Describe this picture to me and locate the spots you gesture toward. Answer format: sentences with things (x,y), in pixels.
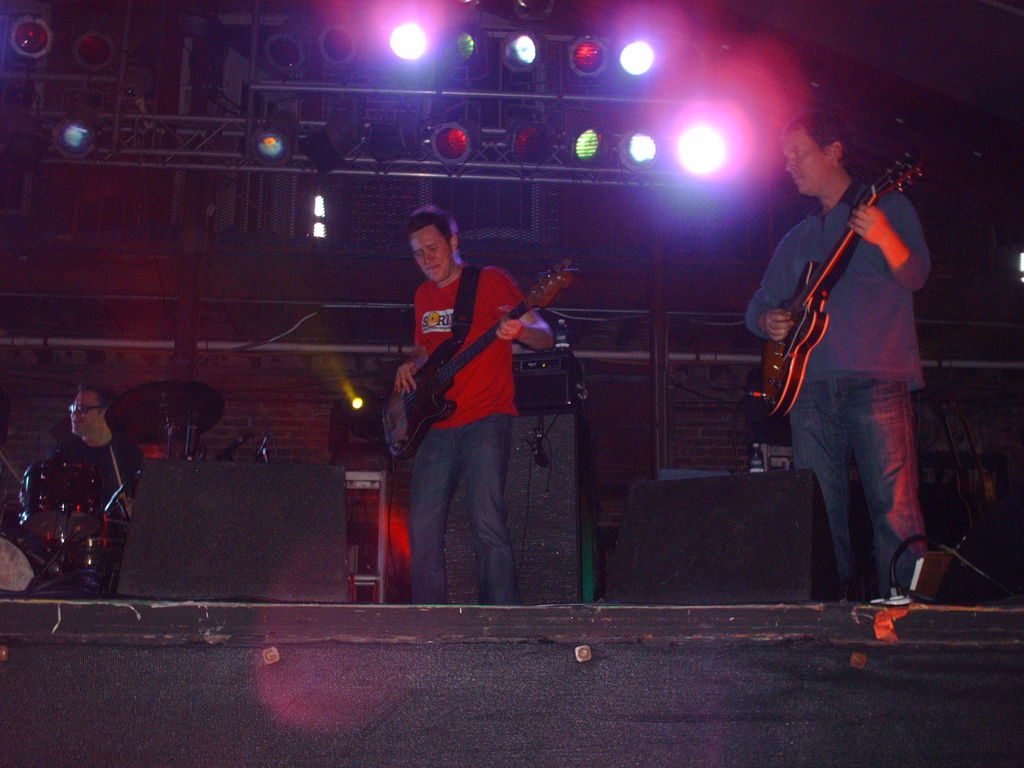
On stage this 2 persons (443,297) are standing with guitar (812,324). This person (110,468) is sitting and playing this musical instrument (58,551). On top (629,162) there are focusing lights (686,150). This are sound boxes (742,524).
